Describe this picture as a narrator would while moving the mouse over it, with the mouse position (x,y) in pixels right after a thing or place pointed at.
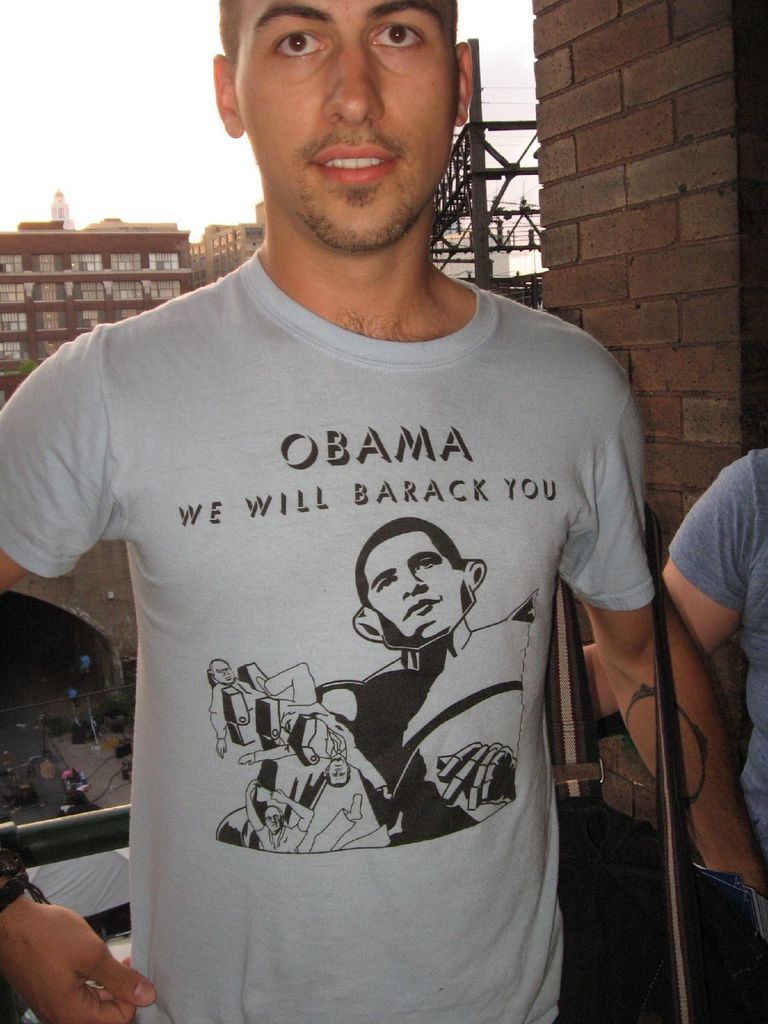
In this picture I can observe a man (269,435). He is wearing grey color t-shirt (208,472). There is some text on the t-shirt (287,715). On the right side (621,242) there is a wall (665,427). In the background (174,276) there is a building (96,250) and a sky (83,168).
